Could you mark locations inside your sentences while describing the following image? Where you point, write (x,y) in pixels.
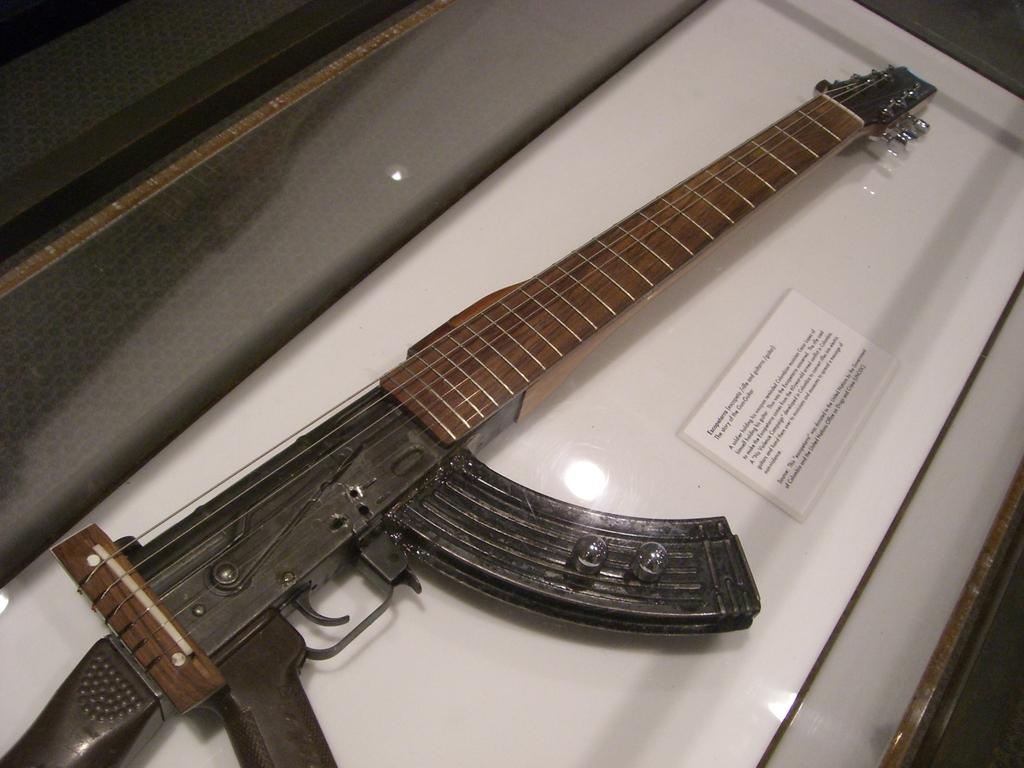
In this image there is a guitar (473,486) in the middle (422,507), which looks like a gun. Beside it there is a card (784,402) on which there is some script (781,397).
